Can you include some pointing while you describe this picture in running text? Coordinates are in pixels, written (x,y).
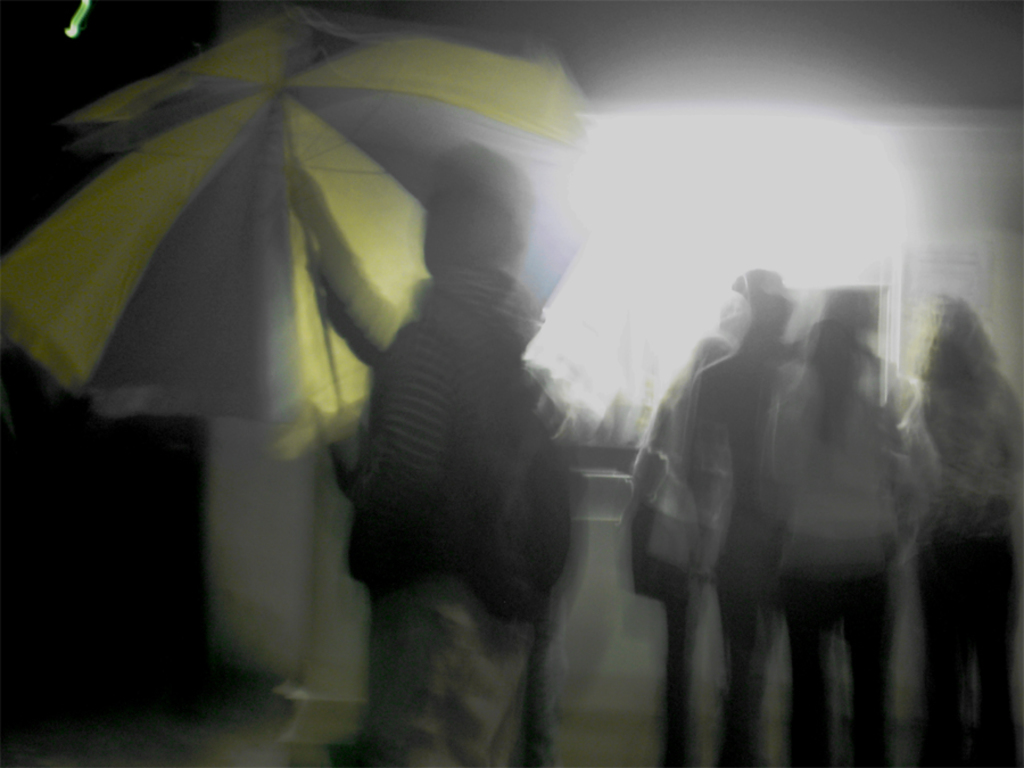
This image consists of some persons (986,594). This looks like blurred image. There is a person (455,390) in the middle (480,318). He is holding an umbrella (425,172).
